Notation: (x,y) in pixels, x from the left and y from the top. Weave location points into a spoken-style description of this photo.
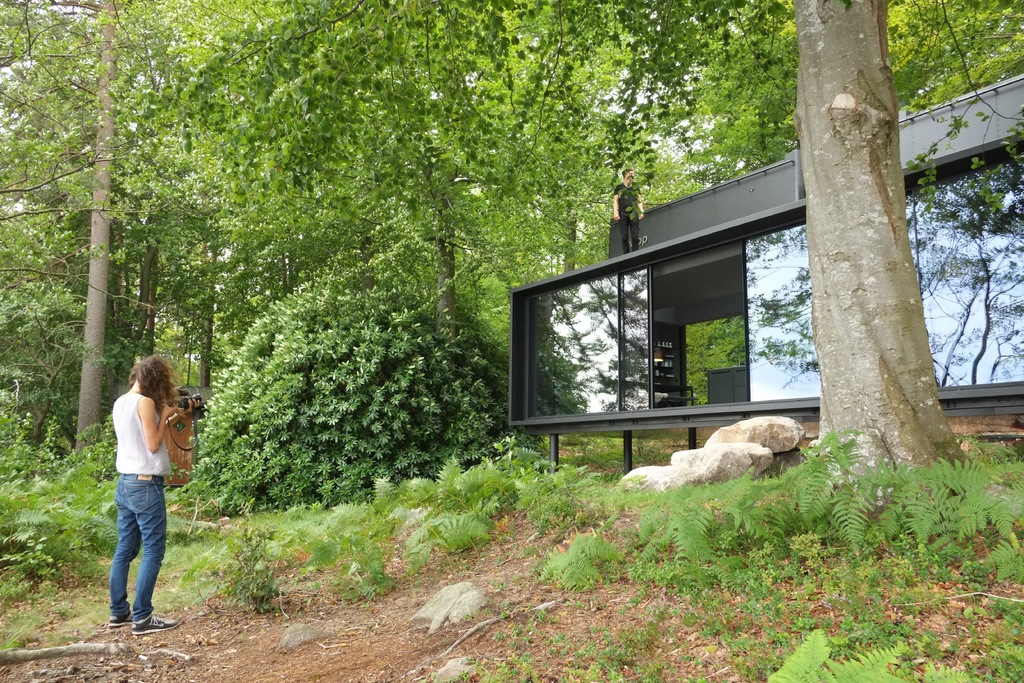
In this image we can see a house (680,380) and few objects (660,397) are placed in it. There are two persons (144,499) in the image. A lady (123,473) is holding an object (172,441) in her hand (197,406) at the left side of the image (131,449). There is a reflection (587,344) of trees (609,351) and a sky (587,355) on the glasses (579,365). There are many trees (886,457) and plants (210,401) in the image.
